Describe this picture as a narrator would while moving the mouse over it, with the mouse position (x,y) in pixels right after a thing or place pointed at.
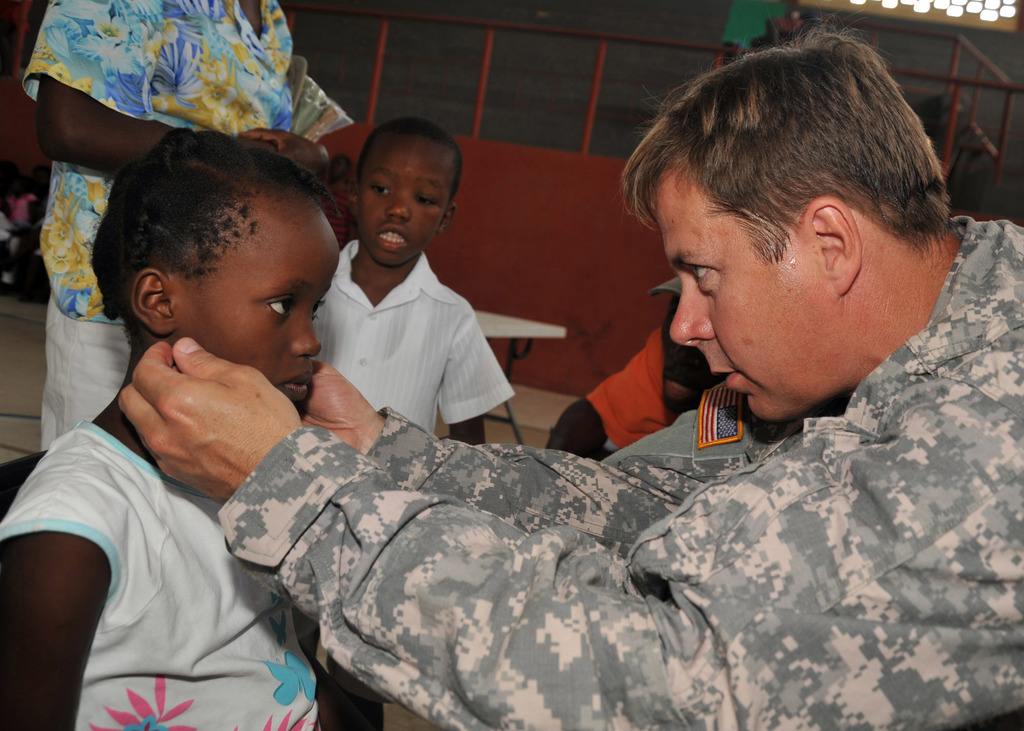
In this image I can see the group of people (346,539) with different color dresses (377,390) and one person (394,490) with the military uniform (394,490). In the background (510,256) I can see the table (499,328) and the red color metal object (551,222).
